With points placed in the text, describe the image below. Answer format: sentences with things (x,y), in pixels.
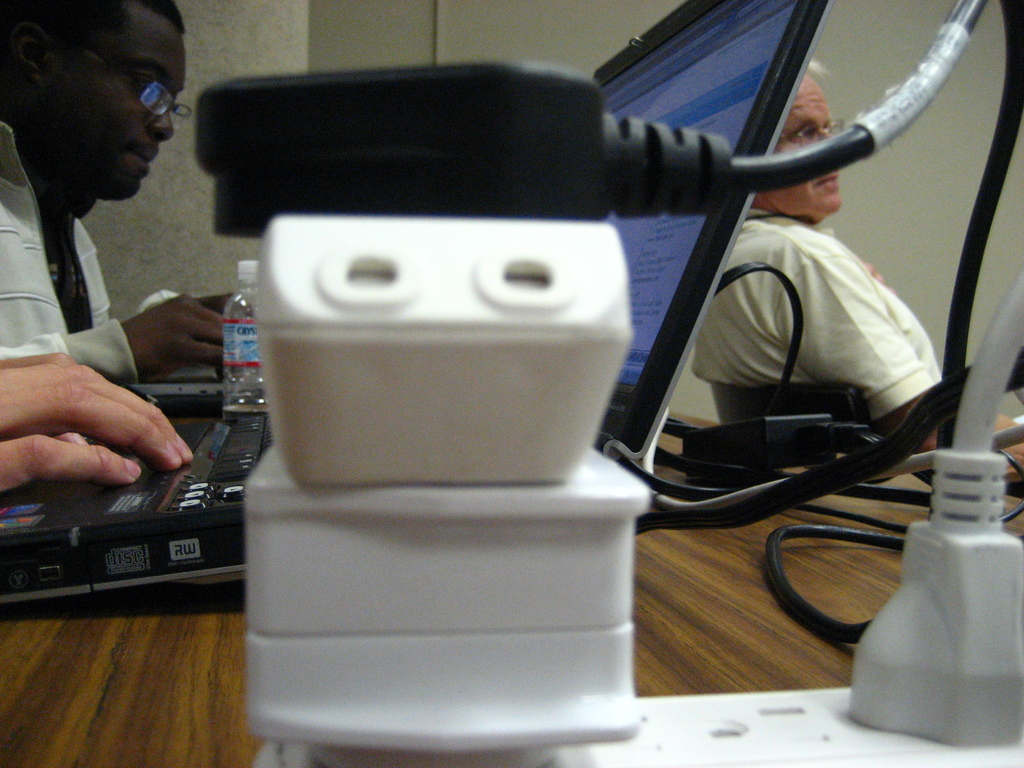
There are two persons (112,325) operating a laptop (207,451) in front of them and there is a plug board (459,474) beside them and there is another person (870,345) sitting in the right corner (874,302).
